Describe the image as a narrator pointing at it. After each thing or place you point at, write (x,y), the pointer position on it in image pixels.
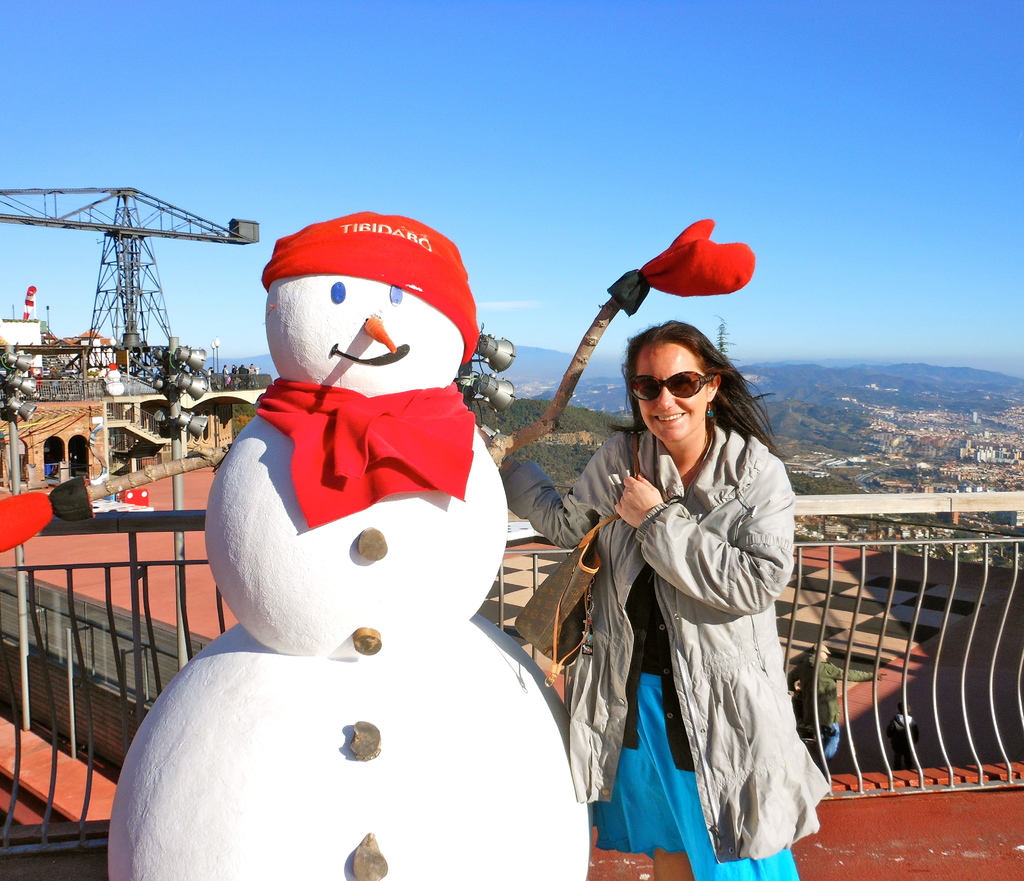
Here I can see a woman (774,553) is standing beside the snowman (375,625), smiling and giving pose for the picture. She is wearing a jacket (610,575) and holding a bag (558,593). At the back of her I can see the railing (891,586). In the background (1014,470) there are some buildings (82,401), poles (25,386) and trees (594,423). On the top of the image (622,75) I can see the sky (586,99).
